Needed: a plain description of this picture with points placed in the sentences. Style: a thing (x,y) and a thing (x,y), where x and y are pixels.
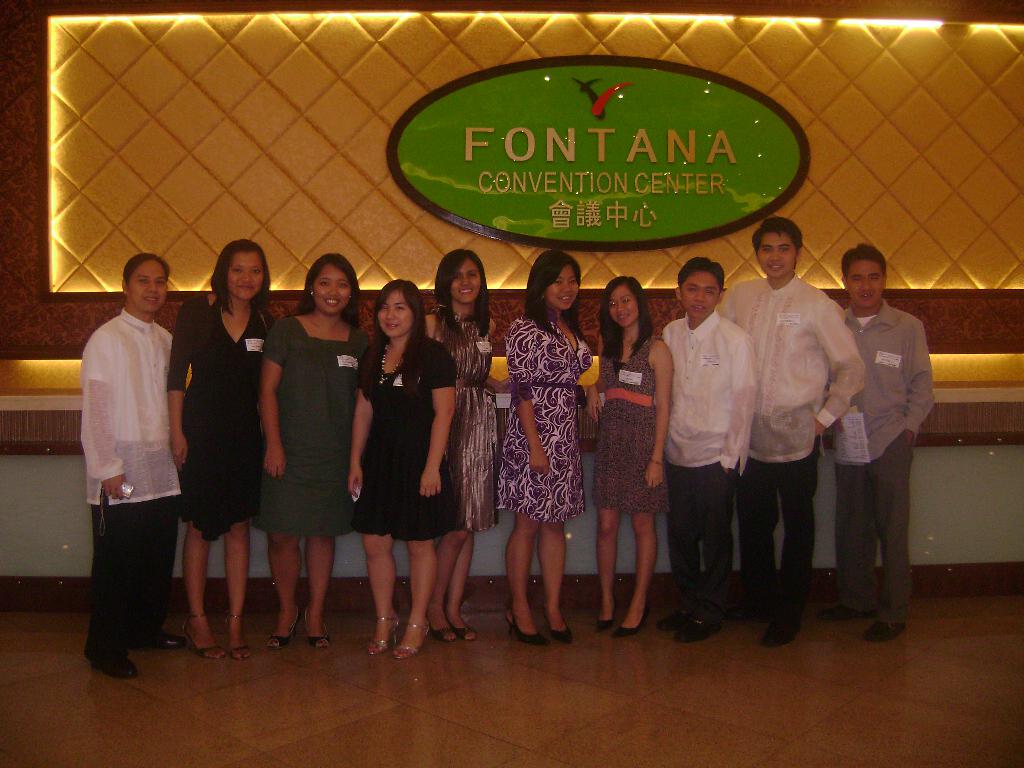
There are group of people (317,299) standing. Background (370,185) we can see board (420,184) and wall (164,137).
